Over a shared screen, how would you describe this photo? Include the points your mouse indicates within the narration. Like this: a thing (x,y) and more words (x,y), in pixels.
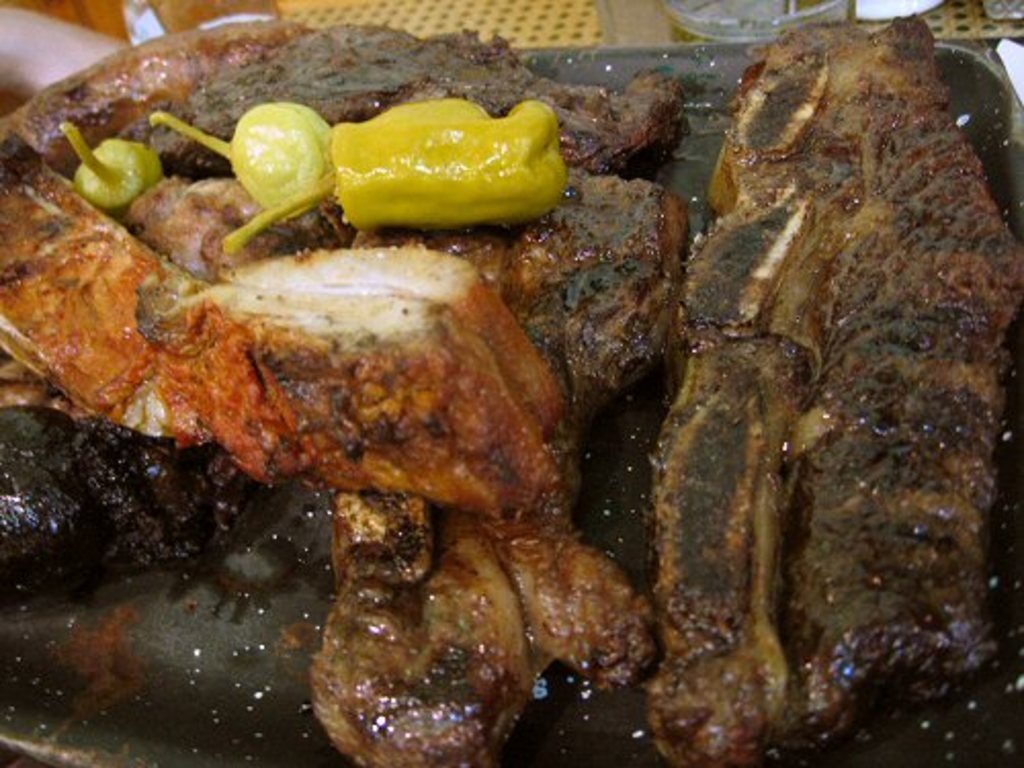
In this picture, it looks like a plate (115,692) and on the plate (158,584) there are some food items (353,326). Behind the plate (670,62) there are some objects (682,19).
